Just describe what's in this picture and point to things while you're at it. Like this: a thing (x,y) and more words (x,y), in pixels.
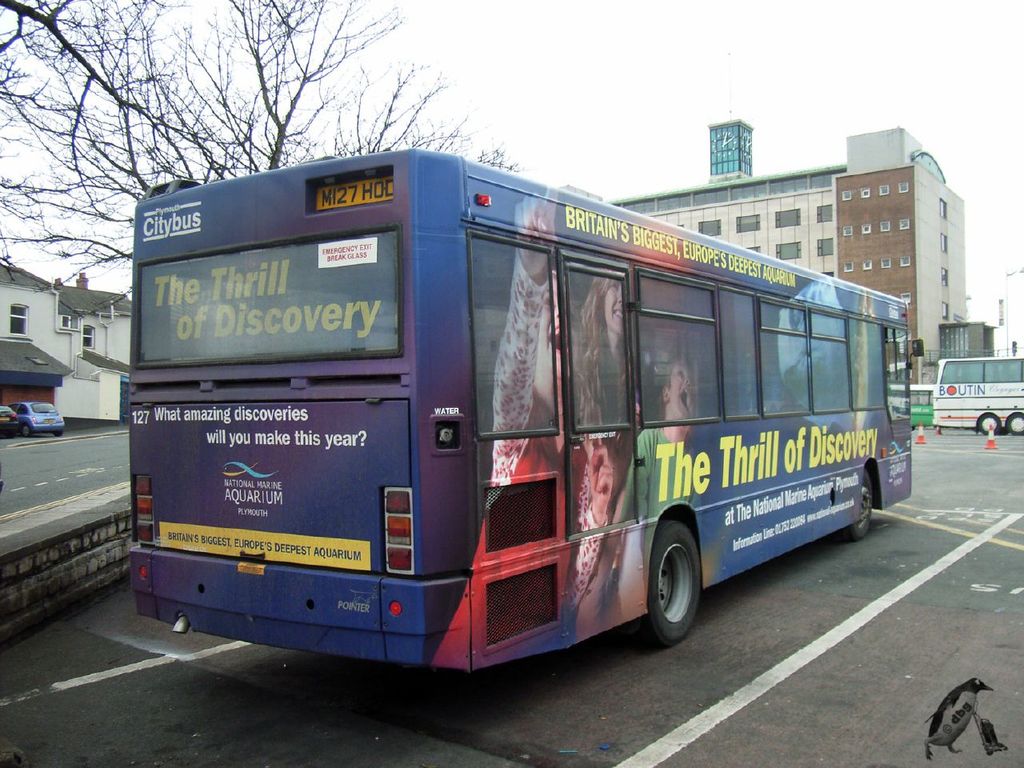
In this image I can see a blue colored bus (330,225) which is on the road (962,466). On the bus (409,575) I can see a photo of 3 persons (525,250) and it is also written " The thrill of discovery " on it and there is a number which says M127 HOD. In the background (1,410) I can see few houses (33,381) and 2 cars (60,420) over here and a tree (58,238) and a building (935,312) and a white bus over here.
